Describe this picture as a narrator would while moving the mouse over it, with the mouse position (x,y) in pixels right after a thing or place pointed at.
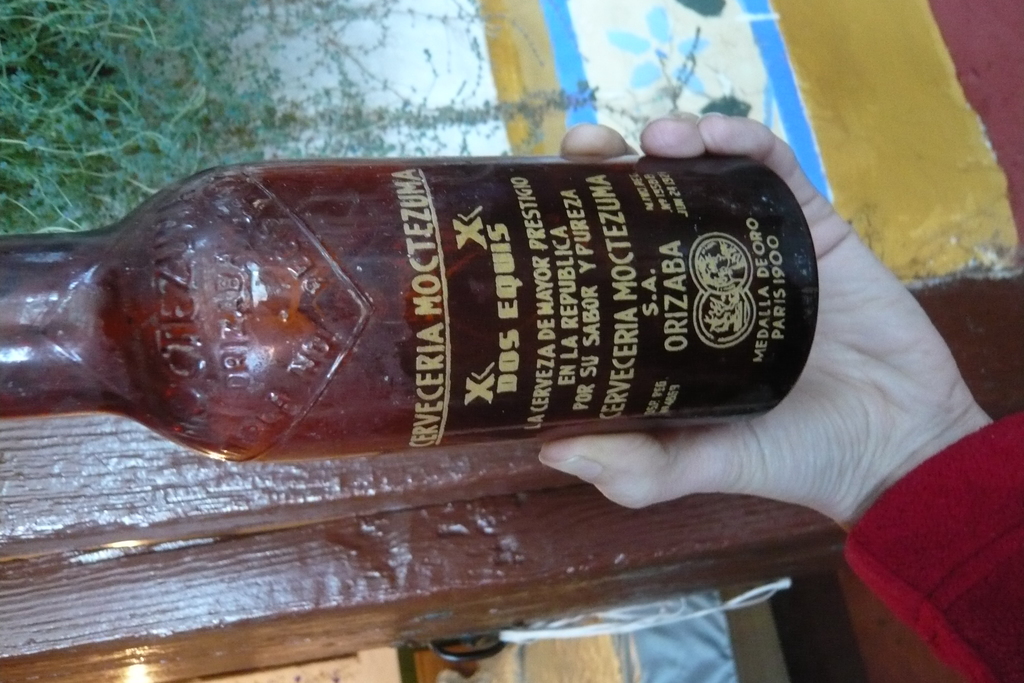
In this image i can see a person's hand (882,414) holding a bottle (361,261). In the background (16,53) i can see trees (143,95).
